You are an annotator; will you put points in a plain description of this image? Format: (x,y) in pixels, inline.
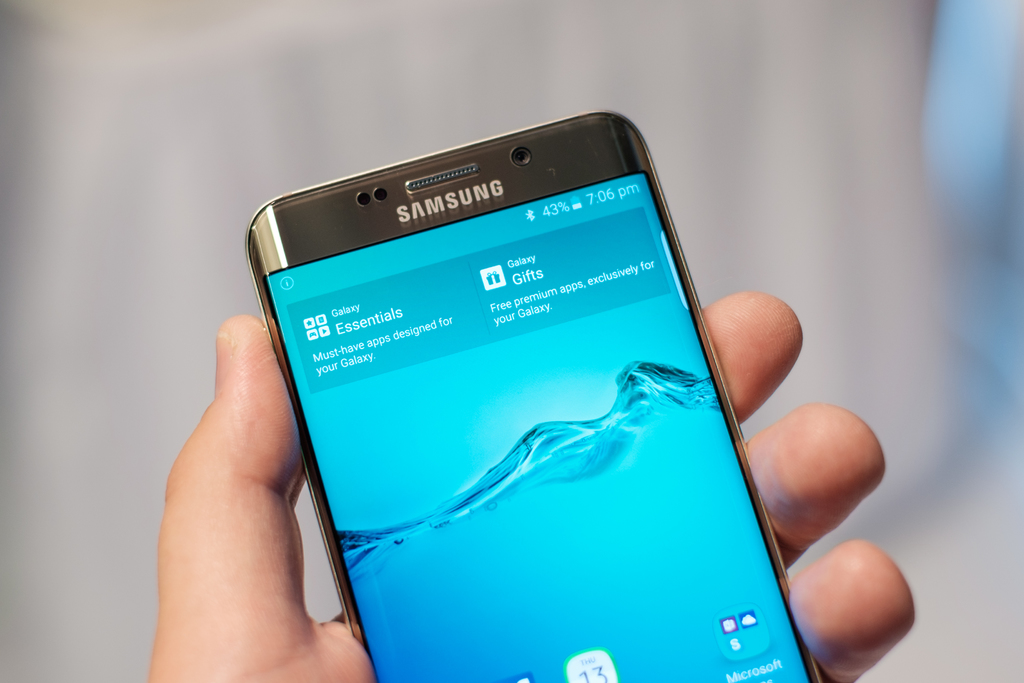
In this image we can see a person (748,388) holding mobile phone (616,392) in one of the hands (749,404).
